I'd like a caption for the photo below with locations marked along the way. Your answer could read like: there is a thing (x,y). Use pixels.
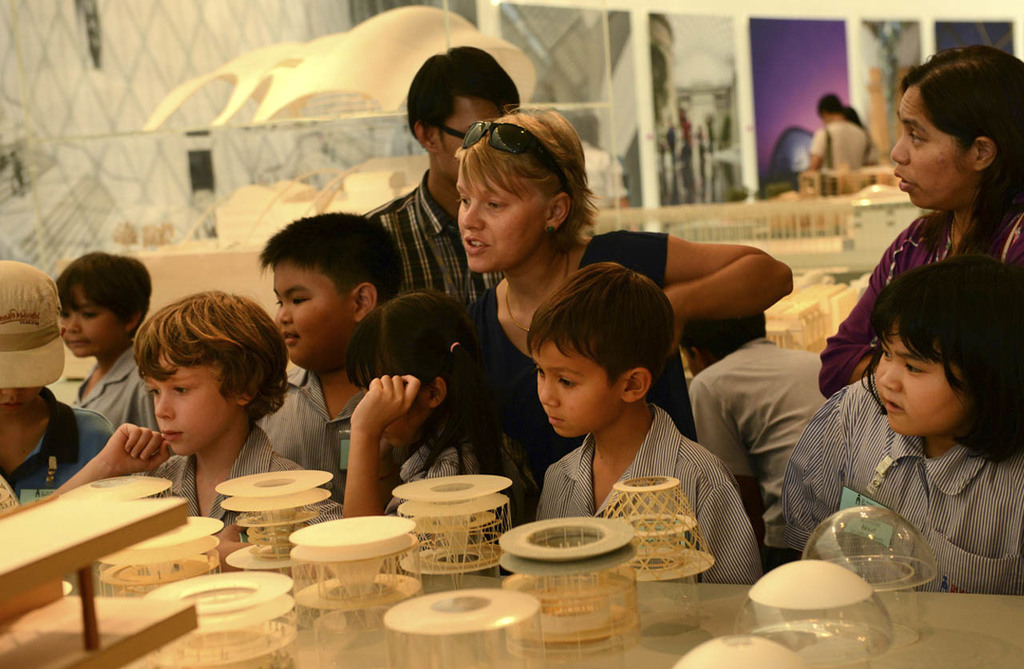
People (529,392) are standing and on the table (668,641) we have glass (840,548).
